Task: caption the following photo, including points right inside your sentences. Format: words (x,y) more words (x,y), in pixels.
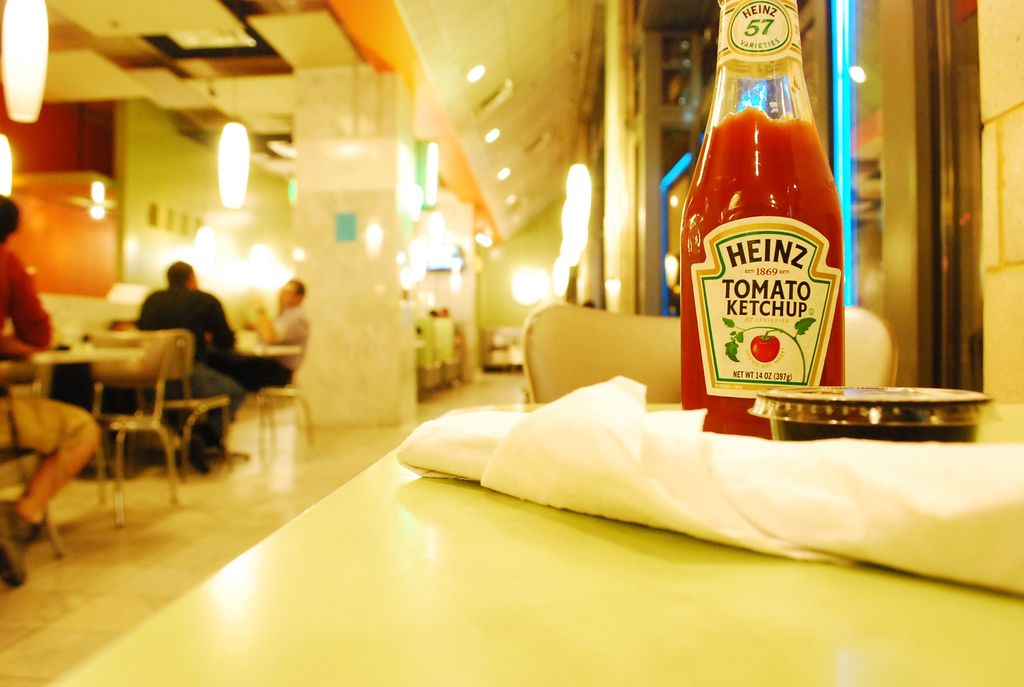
In this we can see a bottle (778,243) on the table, and cloth (766,446) on it, and at side here we can see two persons (191,387) are sitting on the chair (175,359), and here are the lights (231,124).
